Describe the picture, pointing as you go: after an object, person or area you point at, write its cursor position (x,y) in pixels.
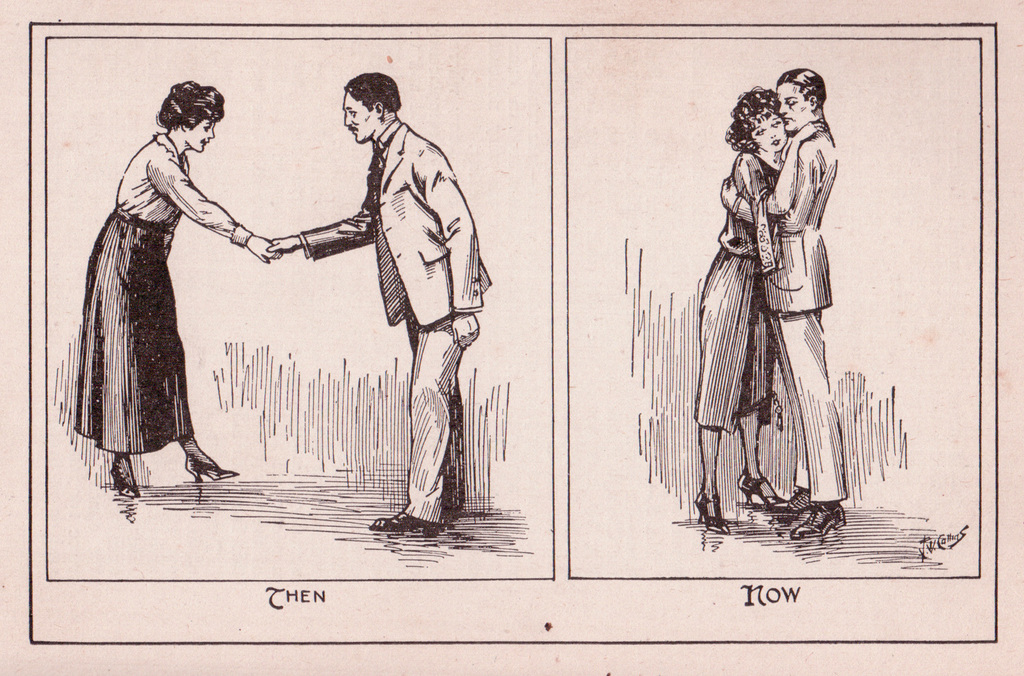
In this image there is a drawing (519,381), there are persons (374,189), there is text (782,593), the background of the image (834,595) is white in color.
